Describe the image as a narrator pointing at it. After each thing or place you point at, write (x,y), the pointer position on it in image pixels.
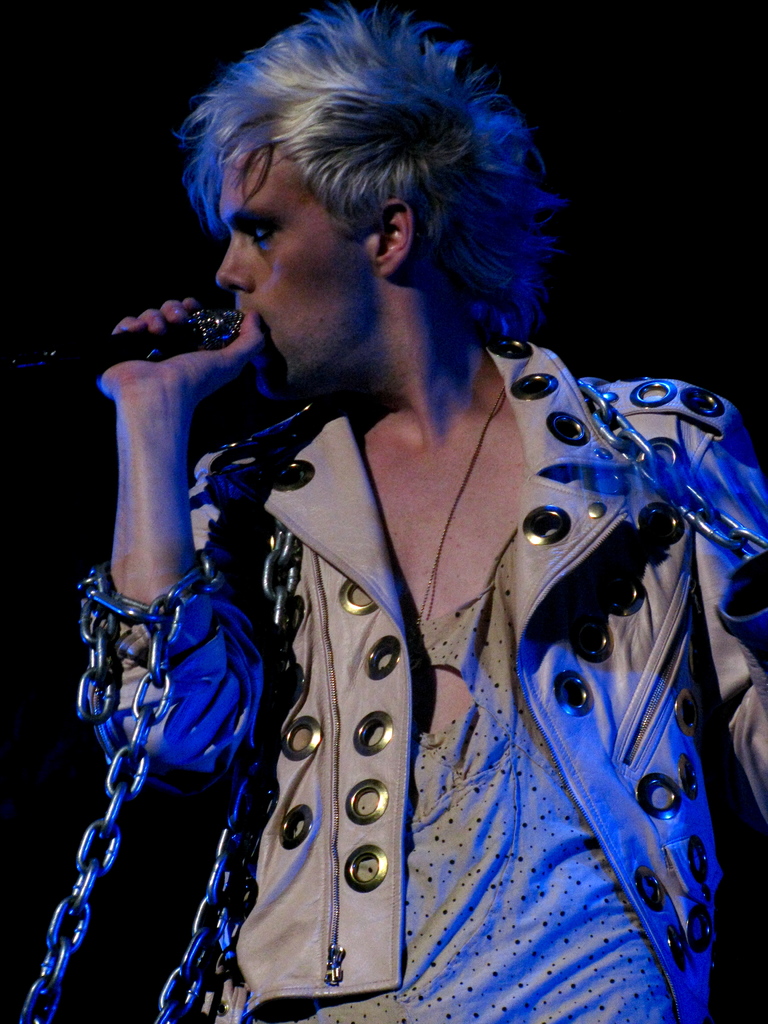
In this picture there is a man (259,530) wearing white color jacket (624,673) with chains (147,735) in the hand (128,407), singing on the microphone (166,350). Behind there is a black color background (27,638).
